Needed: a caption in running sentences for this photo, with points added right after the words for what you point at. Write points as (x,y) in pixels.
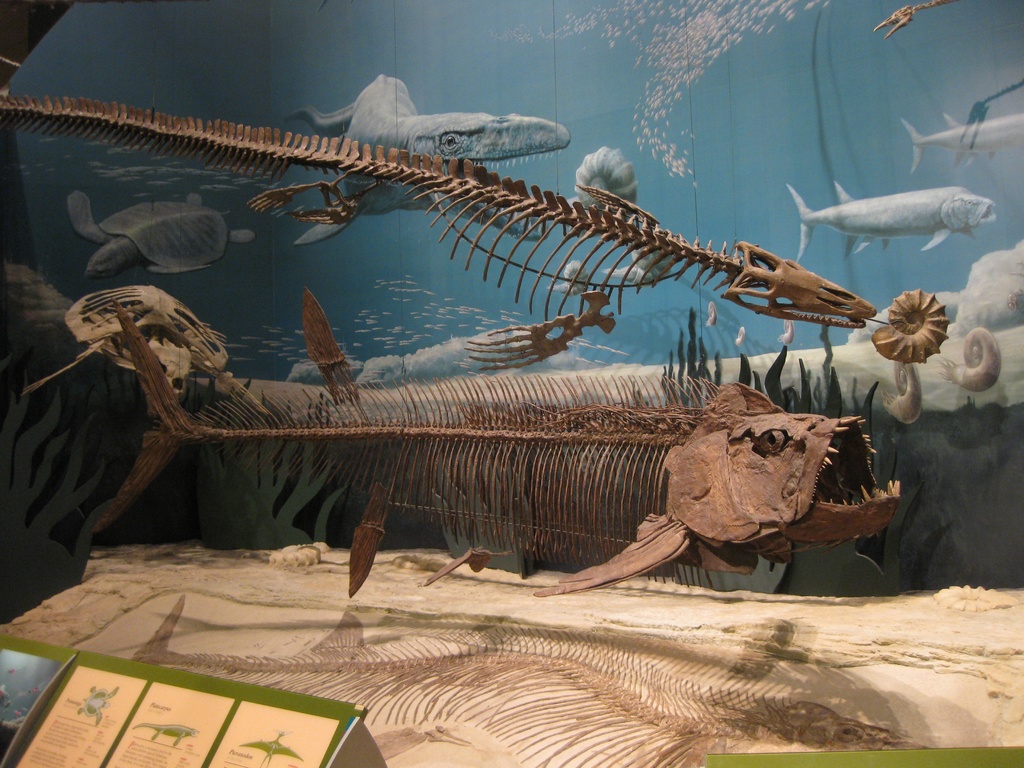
In this image we can see the fish skeletons (606,221). In the background (560,178) we can see the snails (910,345), tortoise (132,215) and also fishes (910,225) and water (624,102). We can also see the paper (158,722) with text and images (164,725).
